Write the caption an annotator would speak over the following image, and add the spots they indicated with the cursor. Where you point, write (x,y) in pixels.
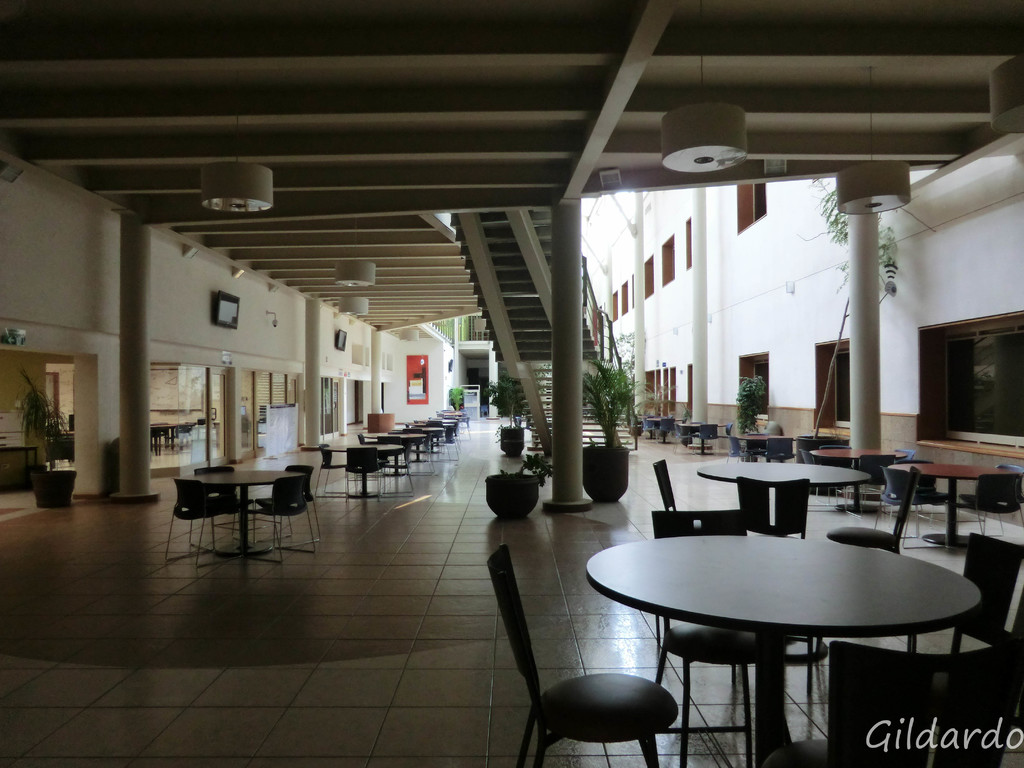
In this image we can see some tables (672,558), chairs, windows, house plants (600,492), staircase (508,294), there is a poster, there are some photo frames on the wall (657,337).
